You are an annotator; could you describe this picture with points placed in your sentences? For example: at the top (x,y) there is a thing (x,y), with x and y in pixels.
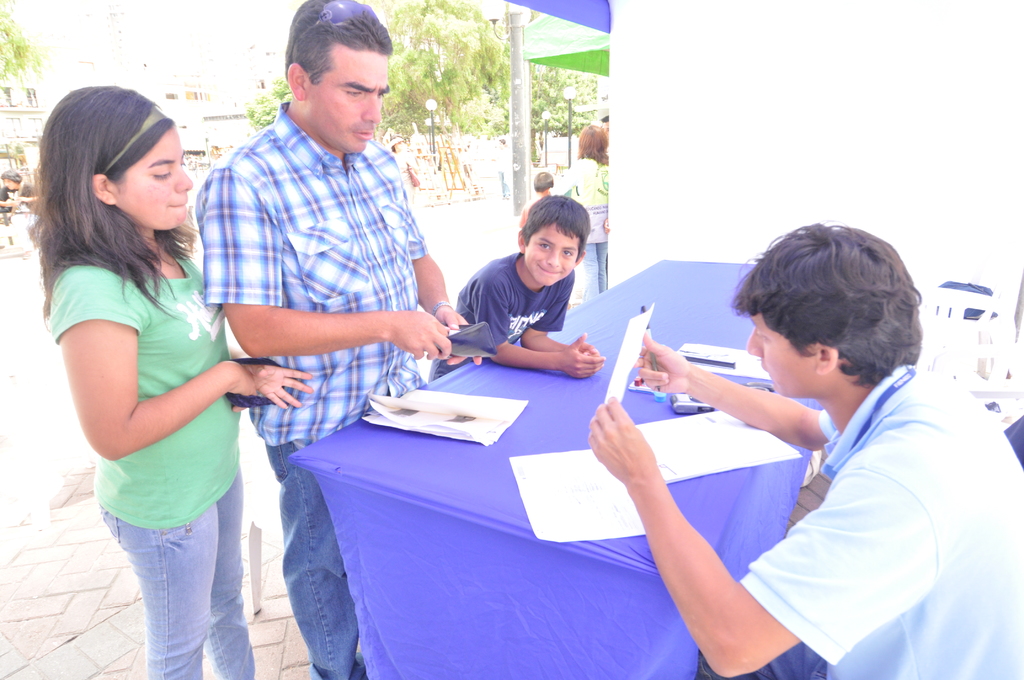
In the image we can see there are lot of people (469,300) who are standing on the road (30,379) and there is a table (554,426) in front of them where a man (921,512) is sitting and looking at a paper (630,333).
